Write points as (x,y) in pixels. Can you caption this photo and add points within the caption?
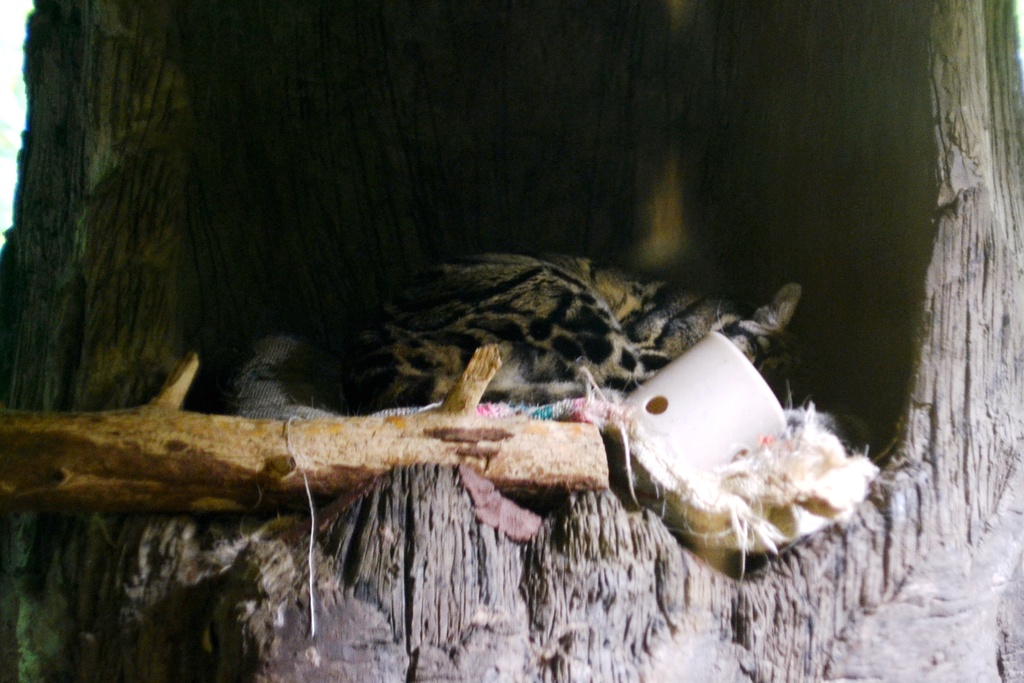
In this image I can see an animal (601,336) in black and brown color. I can see few objects (299,405) and wooden stick (536,450). They are inside the tree trunk (952,265).
